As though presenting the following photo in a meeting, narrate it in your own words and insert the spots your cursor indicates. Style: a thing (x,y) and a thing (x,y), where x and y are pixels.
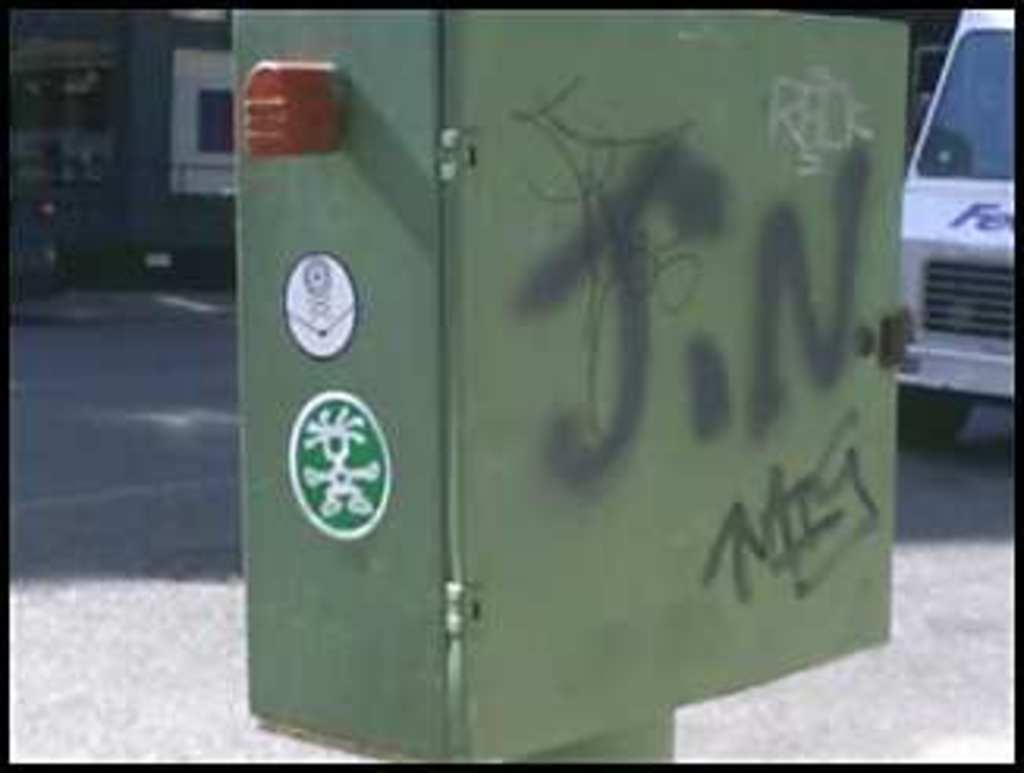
In this image we can see a box (444,422) with something written. Also there are some logos (333,288). In the back (125,409) there is road (100,561). There is a vehicle (949,234). In the background (162,173) it is blur.
